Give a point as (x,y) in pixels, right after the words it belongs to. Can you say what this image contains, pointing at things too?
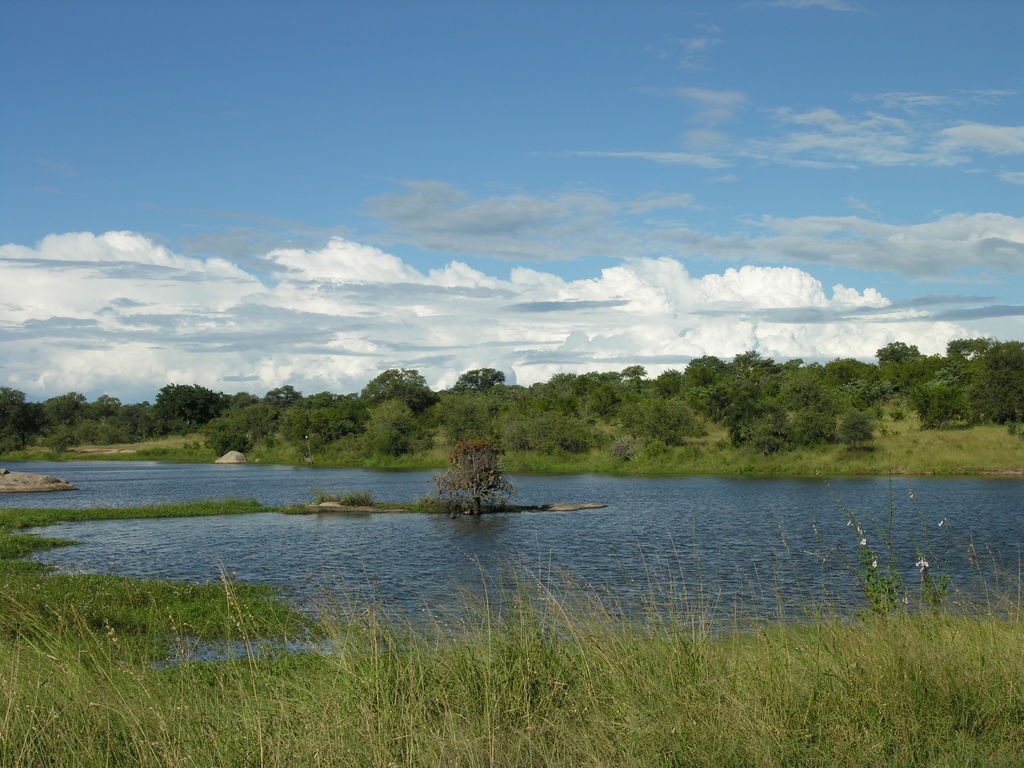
Sky (271,102) is in blue color. These are clouds (627,343). Beside this water (609,497) we can see trees (546,421) and grass (539,700).
